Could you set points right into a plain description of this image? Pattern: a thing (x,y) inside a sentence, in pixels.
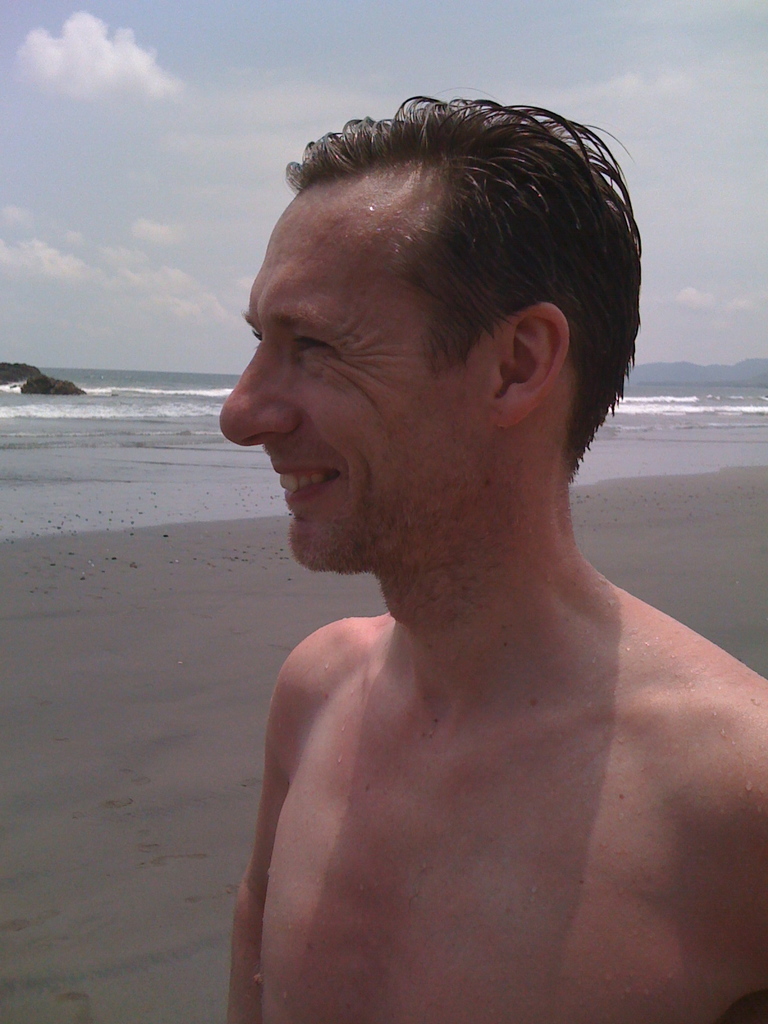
In this image we can see a man (273,826) standing on the seashore (142,788), sea (134,517), rocks (64,389) and sky (158,170) with clouds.
